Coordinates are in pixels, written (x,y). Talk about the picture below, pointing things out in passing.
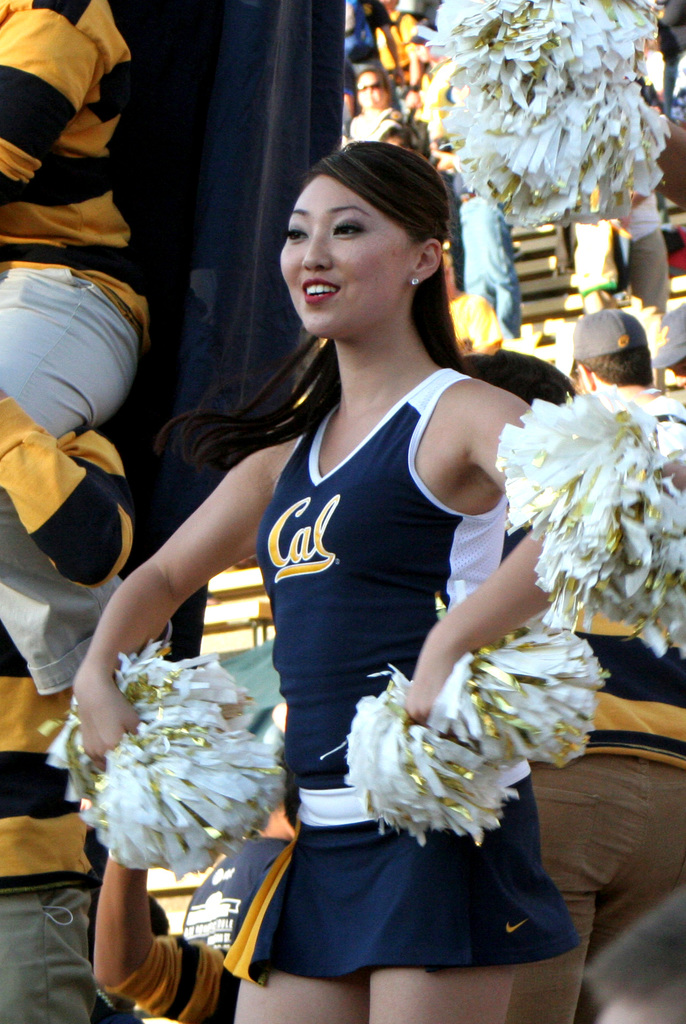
In this image I can see the person (401,515) wearing the navy blue and white color dress (380,551). The person (375,360) holding the white and gold color pom-pom (254,787). To the side I can see few people (24,150) wearing the black and yellow color t-shirts (67,233). In the background (212,239) I can see the cloth (197,160) and few people (367,58) with different color dresses (367,58).
